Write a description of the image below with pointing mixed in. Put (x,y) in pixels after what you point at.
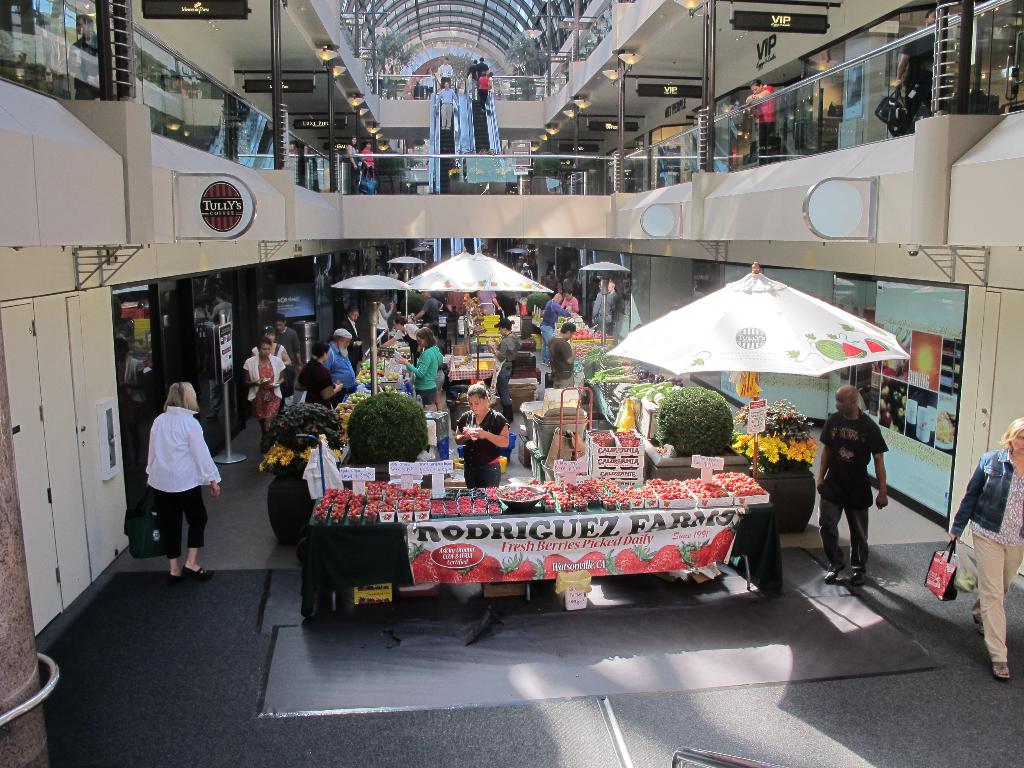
In this image we can see few persons (487,411) are standing and walking on the floor (288,588) and among them few persons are holding bags (153,504) in their hands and we can see items (480,495) packed in the boxes (480,495) are on the table (768,537), banner (726,514), plants (780,433) with flowers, plants (711,449) on the pots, fruits (705,497) and objects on the tables (444,513), umbrellas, doors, glass doors (342,261) and posters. In the background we can see few persons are standing escalators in the first floor (126,123), a person (757,111) is standing at the glass fence (792,130), lights (618,71) on the ceiling (683,51), small boards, glass doors (997,68) and roof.
